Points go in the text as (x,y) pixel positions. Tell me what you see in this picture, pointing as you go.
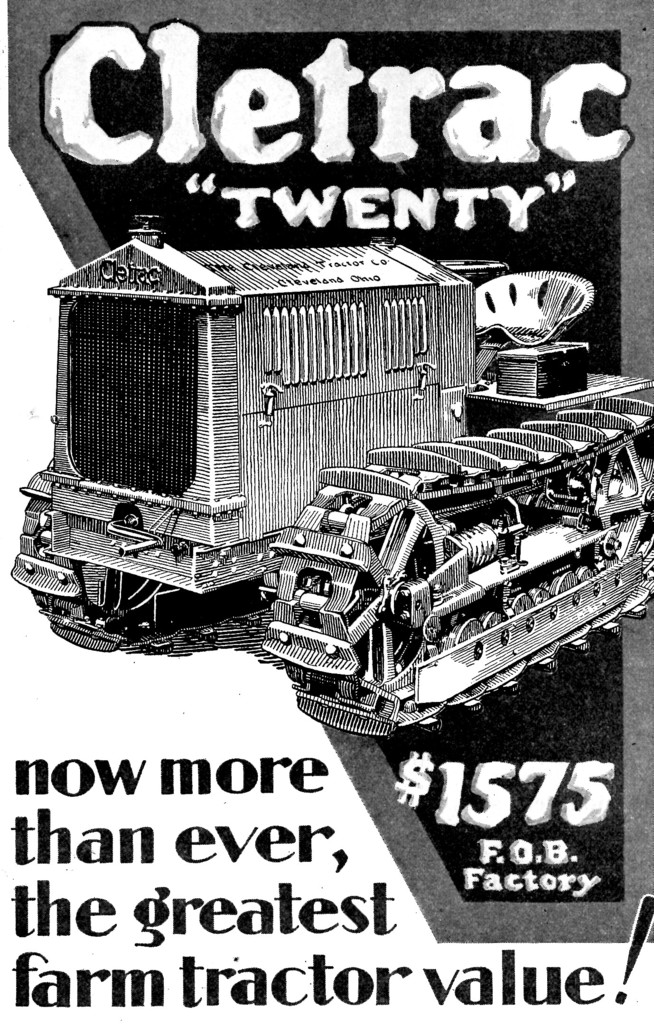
This image consists of a poster (383,464). In the middle (351,371) there is a machine (389,608) seems like a tractor (362,427) and there is a text (573,789).
